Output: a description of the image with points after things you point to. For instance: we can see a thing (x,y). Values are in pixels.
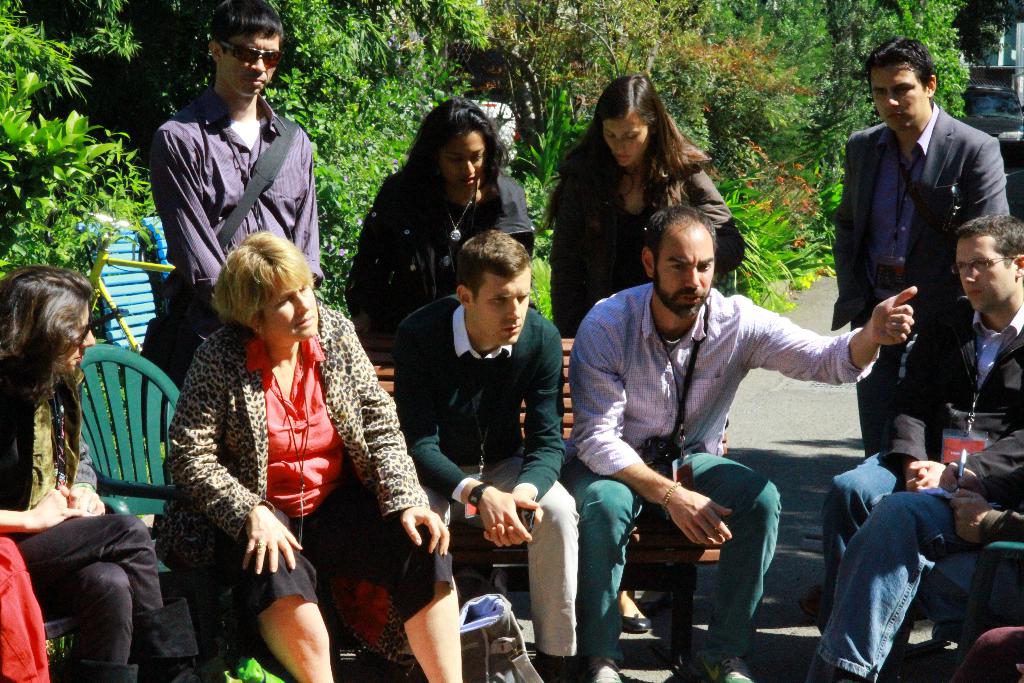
In the center of the image (448,314) there are people (51,578) sitting on chairs (661,573). There are few people (205,270) standing. In the background of the image (831,118) there are trees (491,38).
